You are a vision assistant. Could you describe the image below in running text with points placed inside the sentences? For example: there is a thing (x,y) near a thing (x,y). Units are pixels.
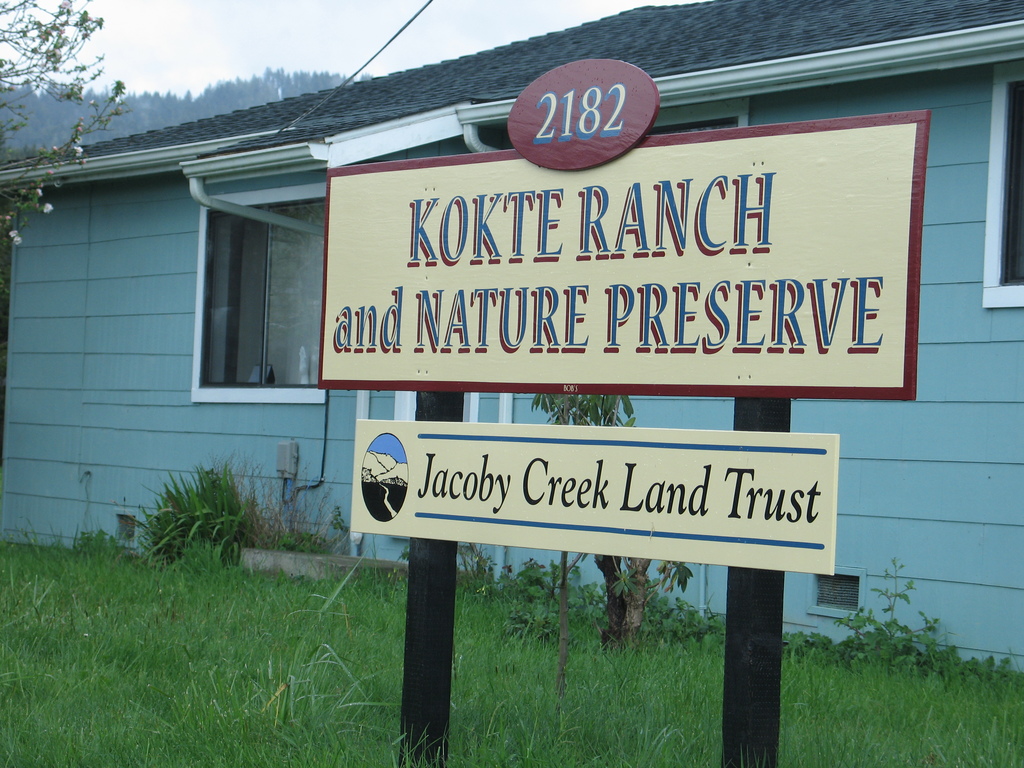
In this image I can see a board (632,247) and something is written on it. It is in cream, blue and maroon color. Back Side I can see a house (149,418) and glass window (262,280). We can see a trees (76,145) and green grass (236,613). The sky (248,57) is in white color.
